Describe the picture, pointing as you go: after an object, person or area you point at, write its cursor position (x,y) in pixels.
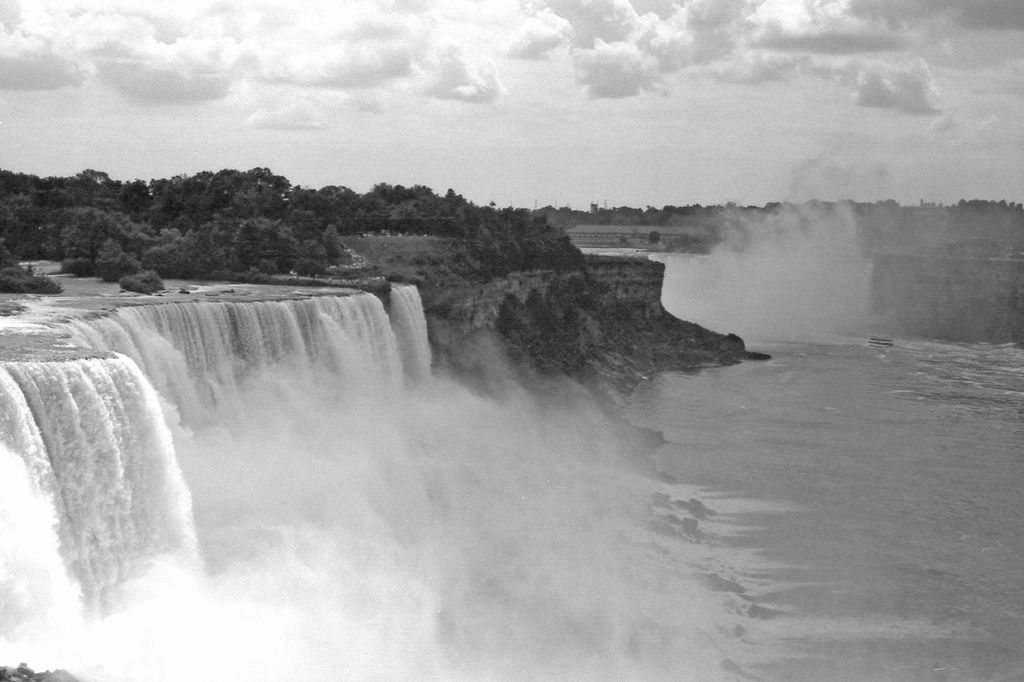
This image is taken outdoors. This image is a black and white image. At the top of the image (263,105) there is the sky (762,113) with clouds (760,79). In the background (568,249) there are many trees (331,260) and plants (227,236) with leaves (232,233), stems (334,221) and branches (664,216). On the left side of the image (216,350) there is a waterfall (144,481).
